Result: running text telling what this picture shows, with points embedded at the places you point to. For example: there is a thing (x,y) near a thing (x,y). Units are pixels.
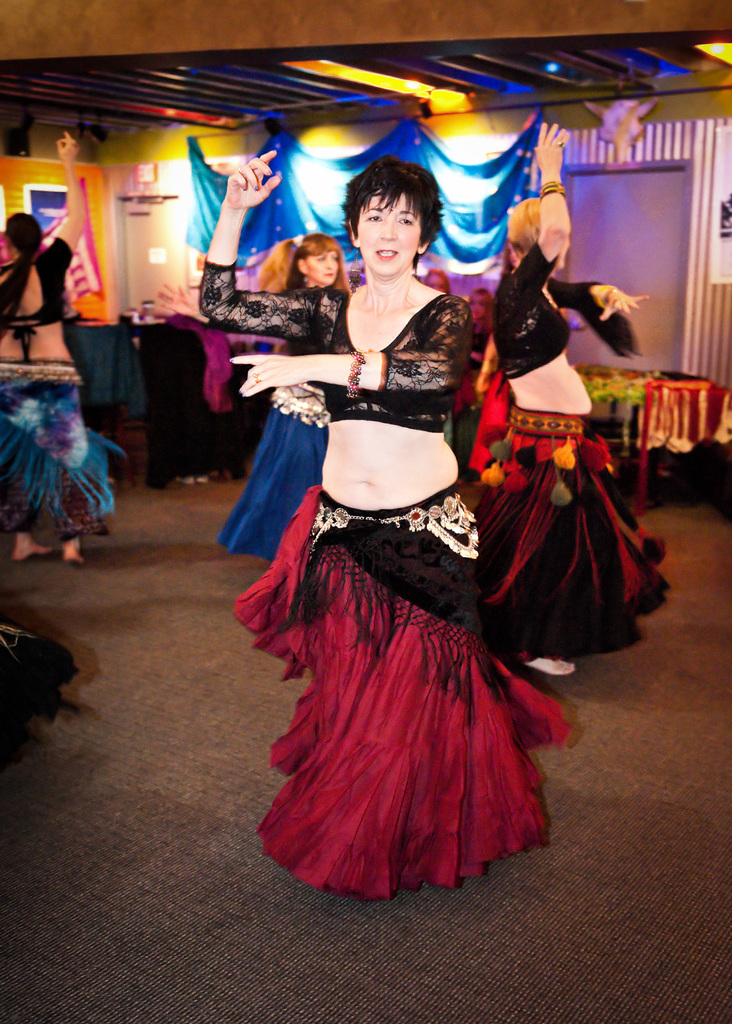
In this picture there is a woman (366,597) who is wearing black dress (435,355), red bottom (415,667). Here we can see group of women (388,228) were dancing on the floor (268,733). On the table (658,374) we can see some cloths (591,386). On the top (112,97) we can see wooden roof (291,39). Here we can see lights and cloth (464,167).
